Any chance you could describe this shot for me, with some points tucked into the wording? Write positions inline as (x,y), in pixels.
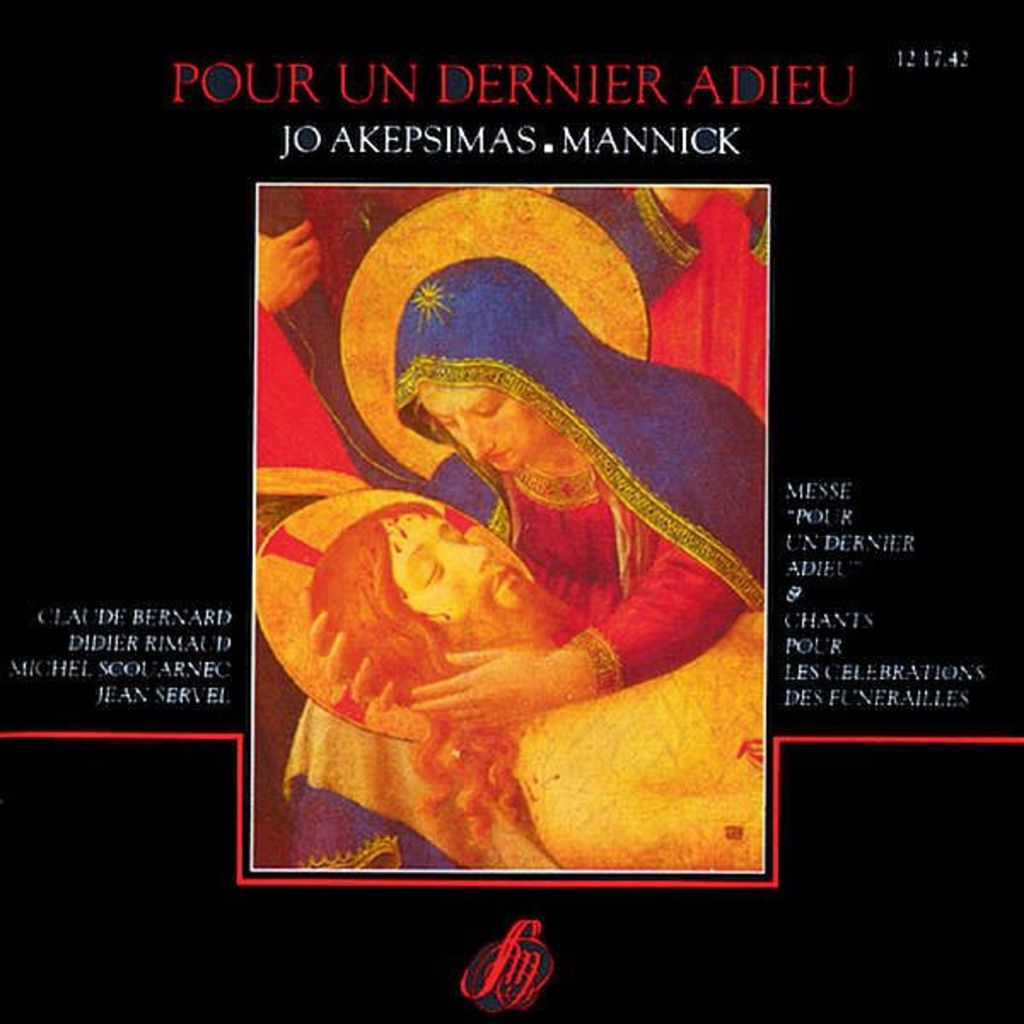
In this image there is a poster (49,568). In the center of the image (600,513) there is a picture (259,289). There is a woman (592,448) holding the head (458,765) of a man (489,773). Around the picture (432,789) there is text (470,88). At the bottom (494,975) there is a logo (497,975) on the poster (497,975).
